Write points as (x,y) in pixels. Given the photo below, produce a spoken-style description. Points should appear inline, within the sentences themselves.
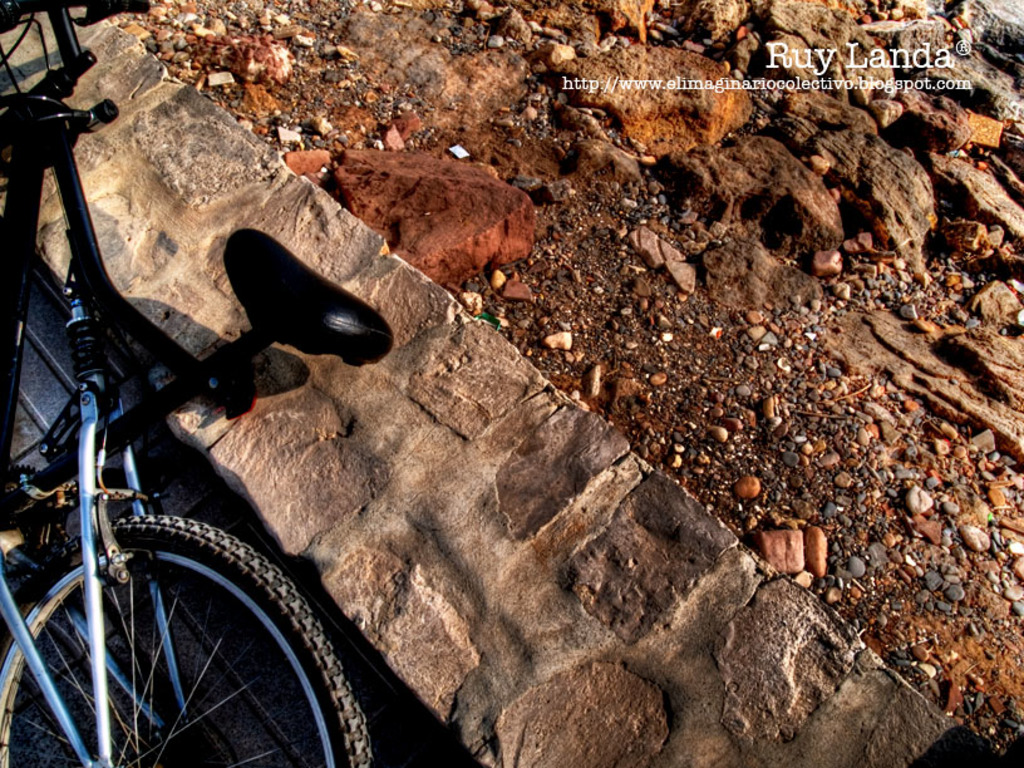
In this image, on the left side (111,265), we can see a bicycle (169,377), which is standing on the floor (456,519). On the right side (806,119), we can see a land (735,235) with some stones (785,381).
